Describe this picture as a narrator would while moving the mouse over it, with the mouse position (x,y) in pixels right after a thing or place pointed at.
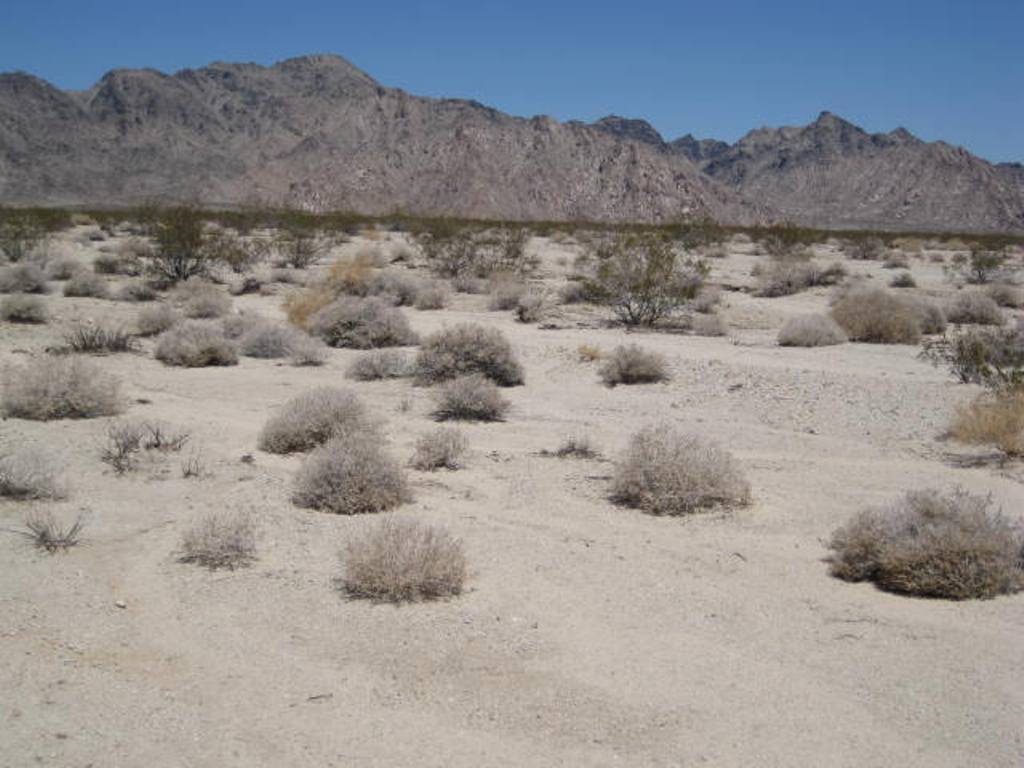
In this image, we can see some plants (1,479). There is a hill (545,195) in the middle of the image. There is a sky (614,58) at the top of the image (575,56).
